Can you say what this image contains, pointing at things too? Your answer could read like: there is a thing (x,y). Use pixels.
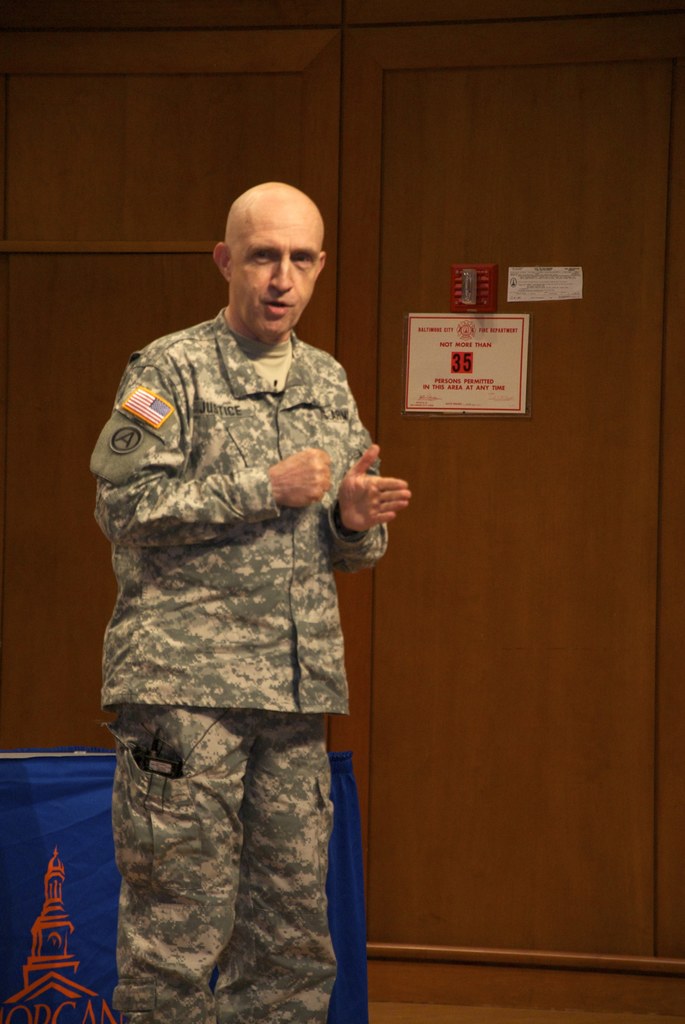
In this image we can see a man (149,796). Behind the man (149,796) we can see a table (58,894) with a cloth (95,924). In the background (96,282), we can see a wooden wall (400,377). On the wall (448,300) we can see the posters (483,321).
